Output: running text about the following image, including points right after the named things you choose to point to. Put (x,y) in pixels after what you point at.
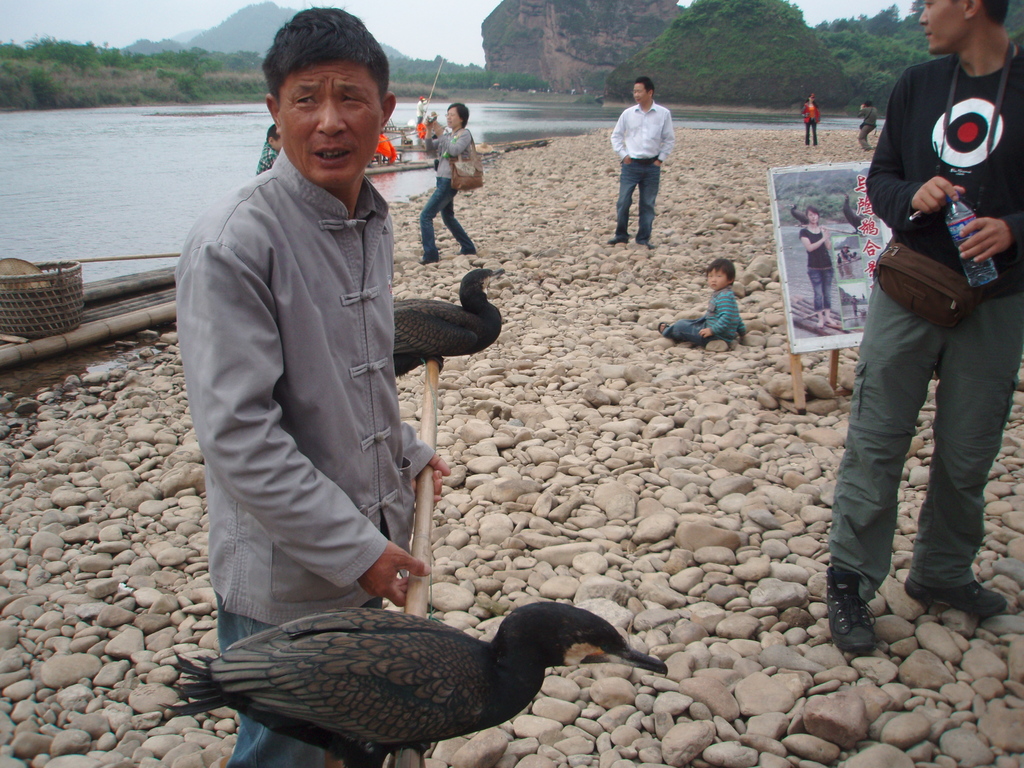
In this picture we can see a man (279,427) is holding a stick (424,496) and on the stick (418,525) there are two birds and behind the man (255,341) there is a board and some people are standing and a kid (689,332) is sitting. Behind the people (645,213) there is water (533,104), hills (225,17) and a sky (65,10).
